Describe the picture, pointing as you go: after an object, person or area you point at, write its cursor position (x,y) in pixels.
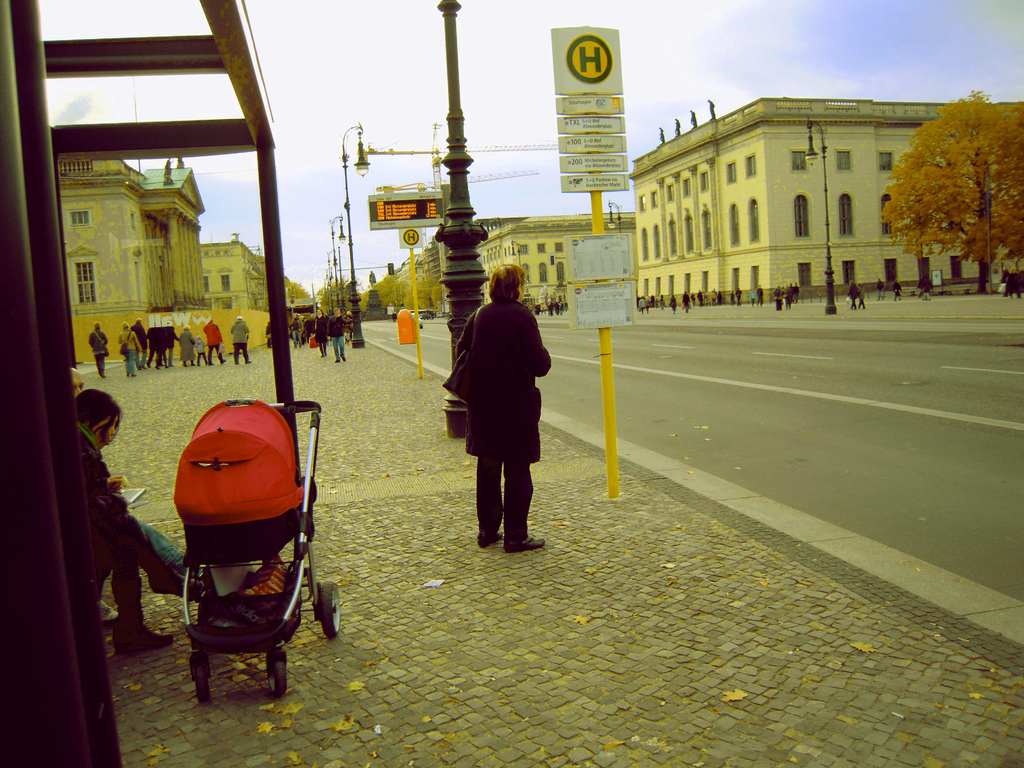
As we can see in the image there are few people (491,356) here and there, buildings (157,279), street lamps (454,311), sign pole (592,233) and sky (532,75).
